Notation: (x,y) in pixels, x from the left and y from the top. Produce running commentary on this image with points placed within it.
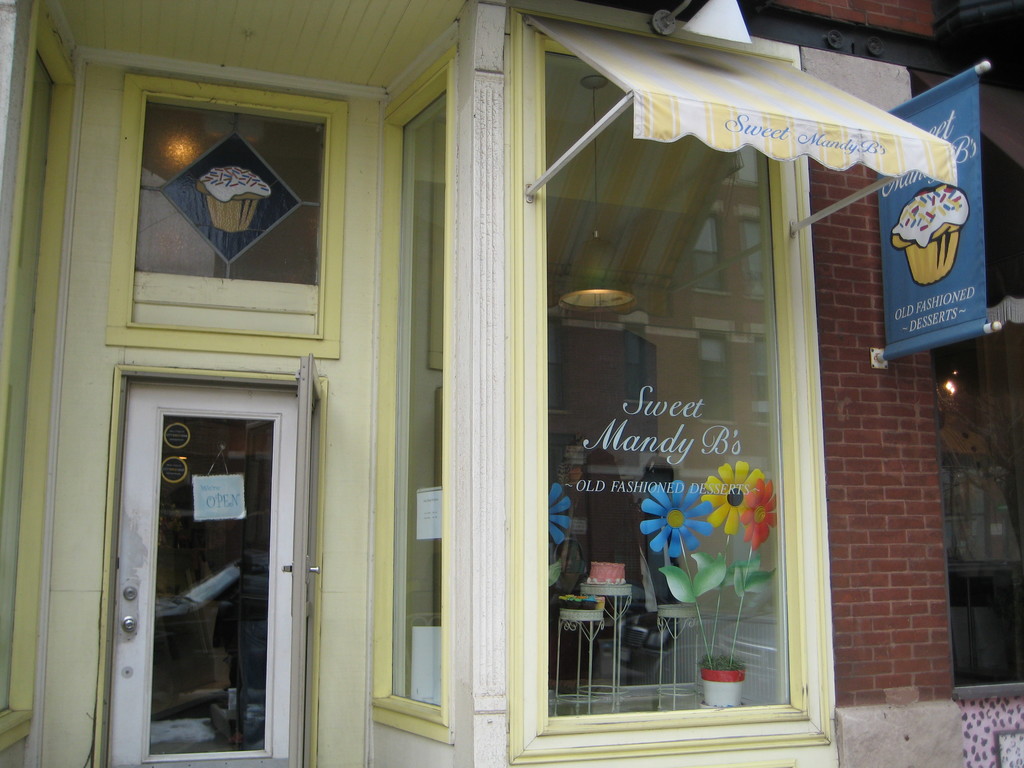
In the foreground of this image (60,509), there is a shop (932,396) where we can see door (203,585), a glass window (598,210), a banner (941,255), a small tent (741,124) to the glass window (596,166) and inside there are cakes (599,566) on the stools (614,593).
